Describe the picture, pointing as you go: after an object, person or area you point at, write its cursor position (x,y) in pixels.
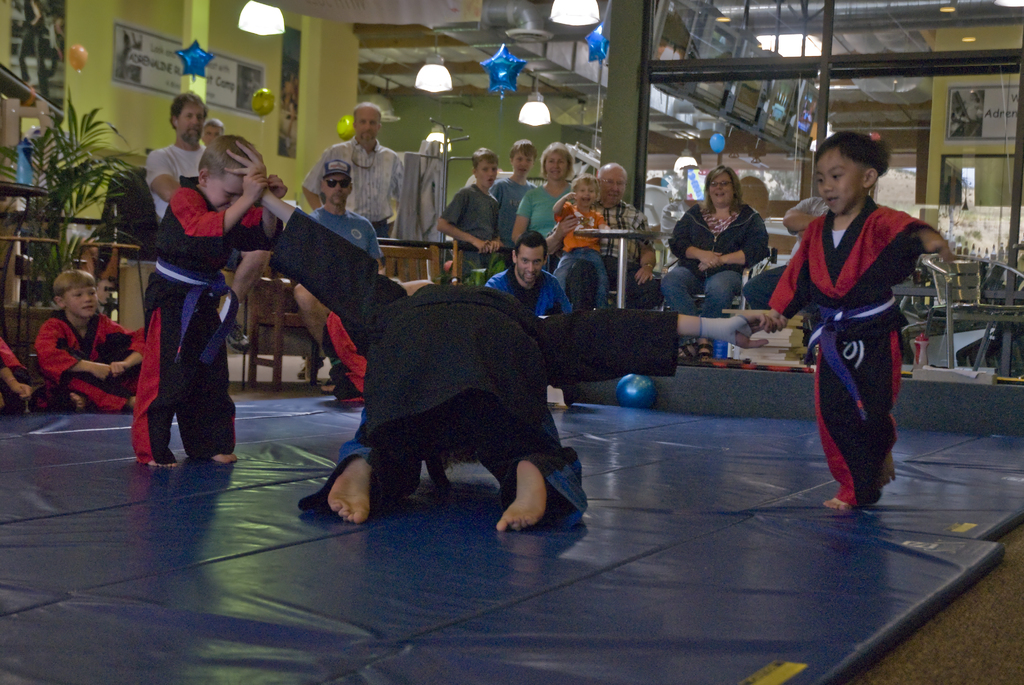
In this image two kids (820,381) and a person (374,329) are performing martial art. On the ground (303,394) there are cushions (367,552). There are many watching them. Few are sitting few are standing. In the background (67,164) there are plants (91,166), lights (532,122), tables (622,240), chairs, posters (250,102) and few other things (439,235) are there.
